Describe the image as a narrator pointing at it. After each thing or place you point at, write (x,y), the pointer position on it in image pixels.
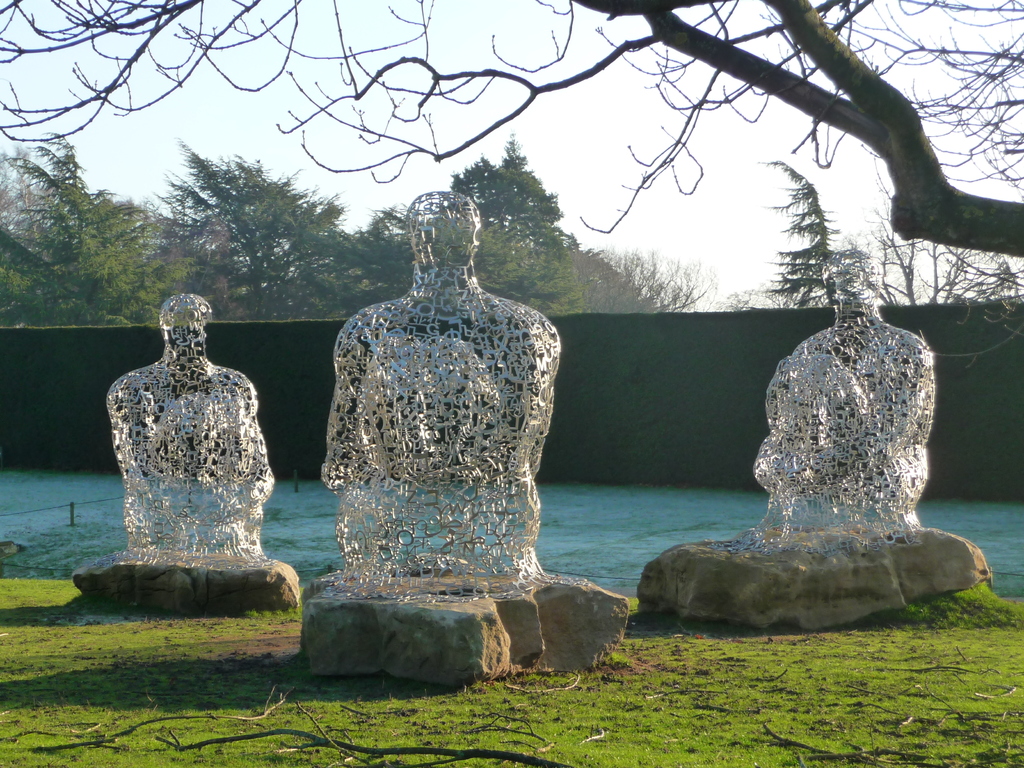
In this picture we can see metal objects (425,438) in the shape of the persons (481,440) on the stones (521,662). We can see some grass (103,659) and twigs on the ground (406,687). There is the frosty grass (568,518), compound wall (28,368), trees (110,204), other objects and the sky (592,105).
